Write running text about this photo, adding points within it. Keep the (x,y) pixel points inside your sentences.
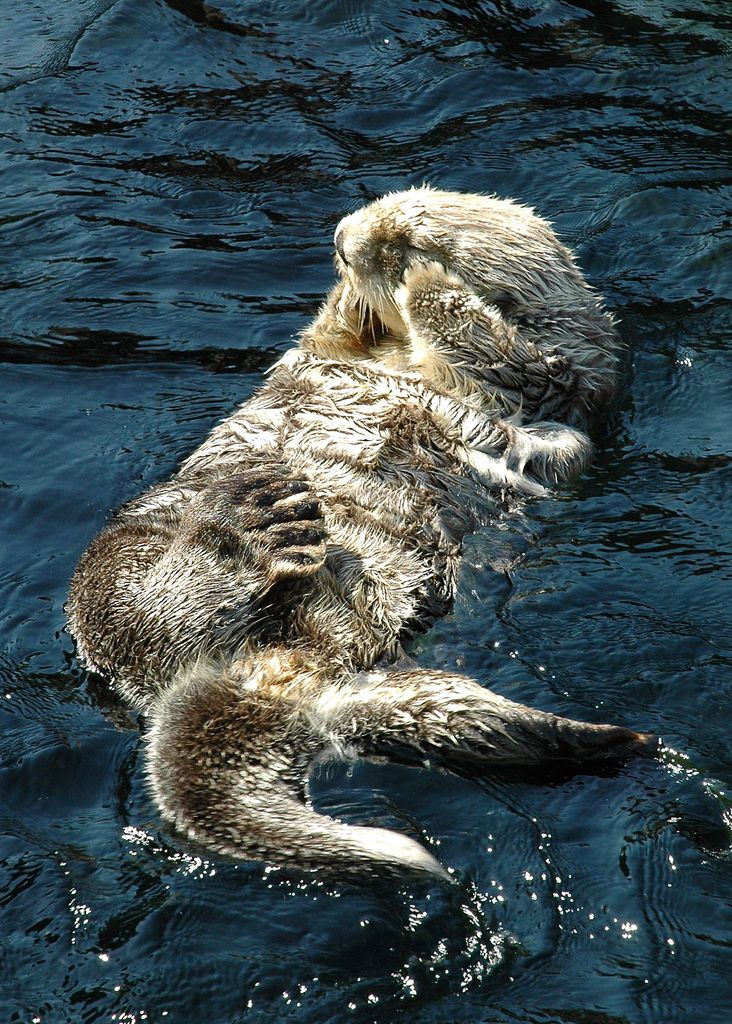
In this picture I can see sea otter (446,540) in the water (189,410).
